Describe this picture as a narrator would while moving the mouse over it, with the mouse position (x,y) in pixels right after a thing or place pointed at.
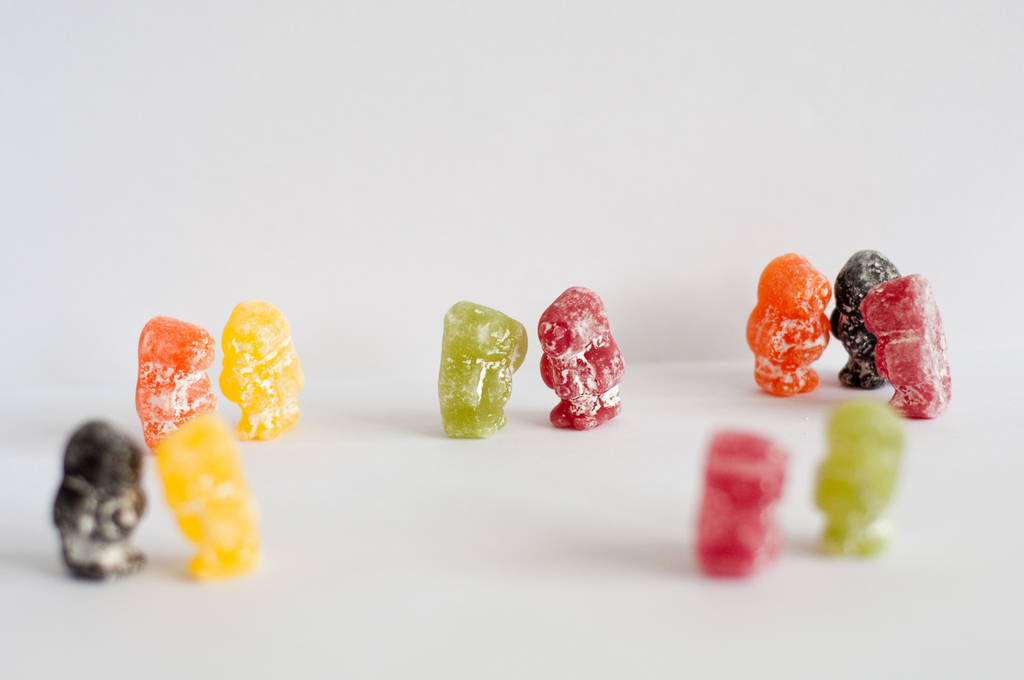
In this image I can see few candies (267,371) which are yellow, orange, black, green, red and pink in color on the white colored surface (435,433).
